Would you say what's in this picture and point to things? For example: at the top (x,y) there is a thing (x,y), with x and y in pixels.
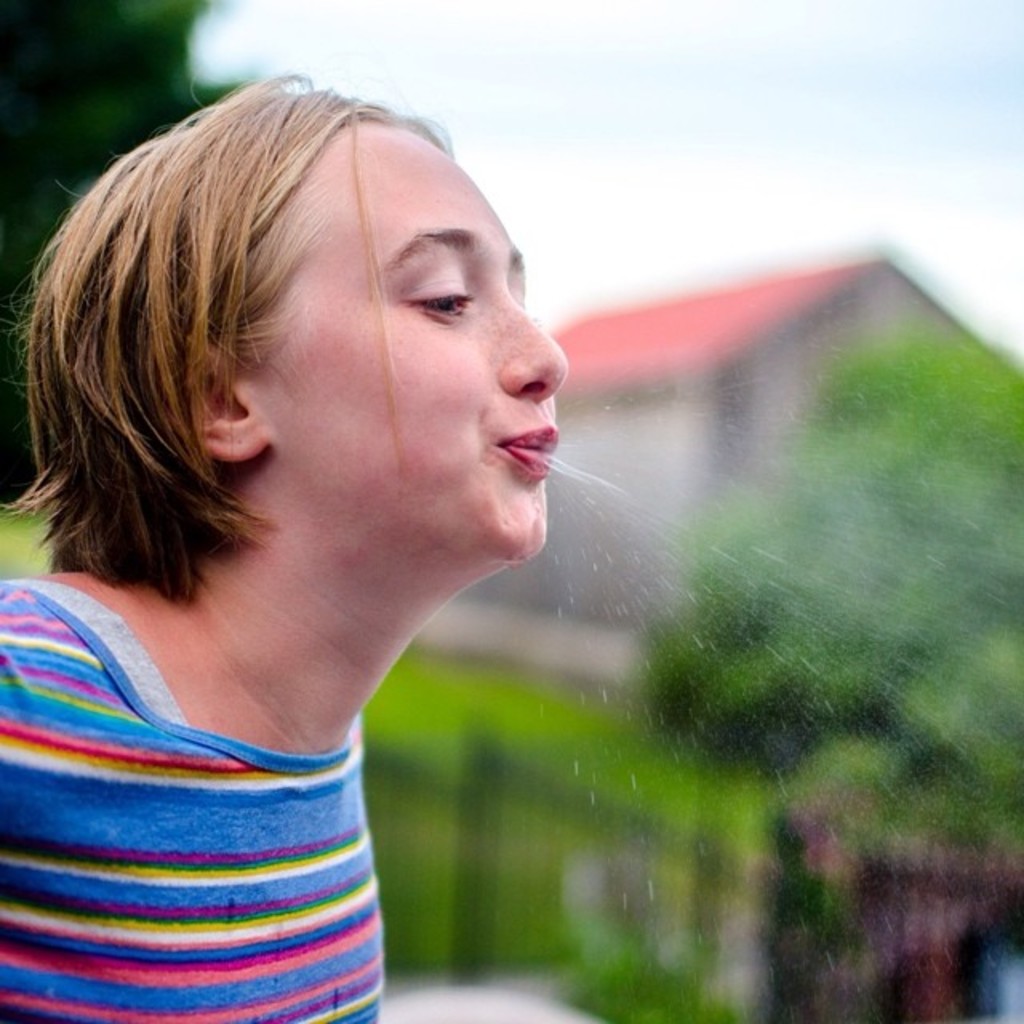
In this image we can see a person (412,528) spitting water (591,548), there are trees (790,594), a house (598,544), also we can see the sky (738,169), and the background (690,372) is blurred.
